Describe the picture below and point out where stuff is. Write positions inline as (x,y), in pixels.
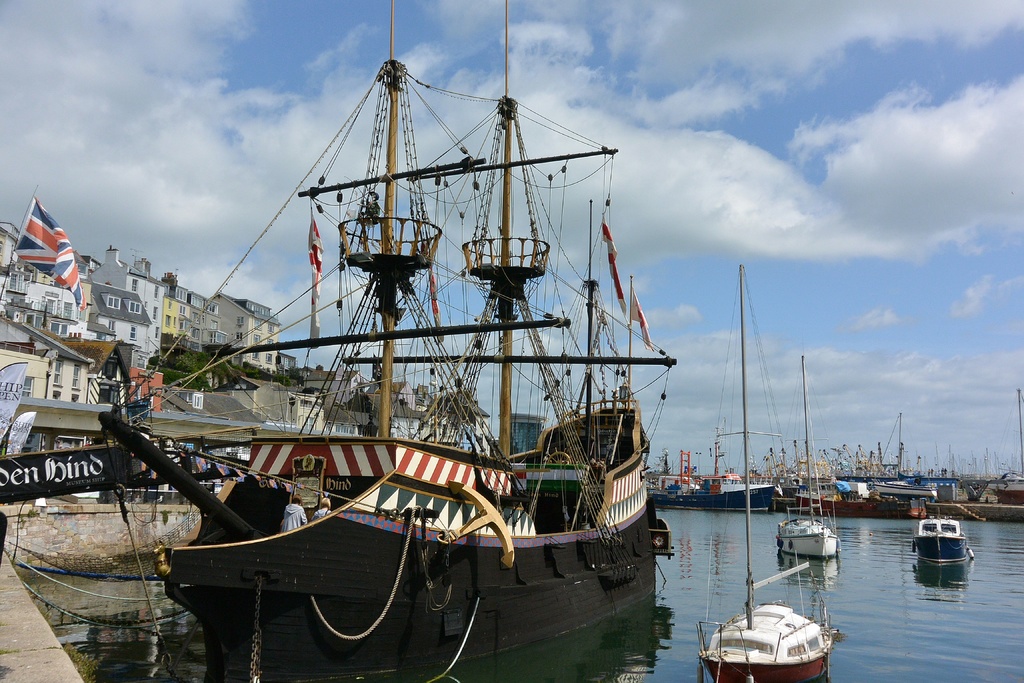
In the picture there are ships (724,493) and boats (821,526) in the water (718,575). On the left (45,324) there are buildings (107,347) and flag (28,259). Sky (229,285) is cloudy.
